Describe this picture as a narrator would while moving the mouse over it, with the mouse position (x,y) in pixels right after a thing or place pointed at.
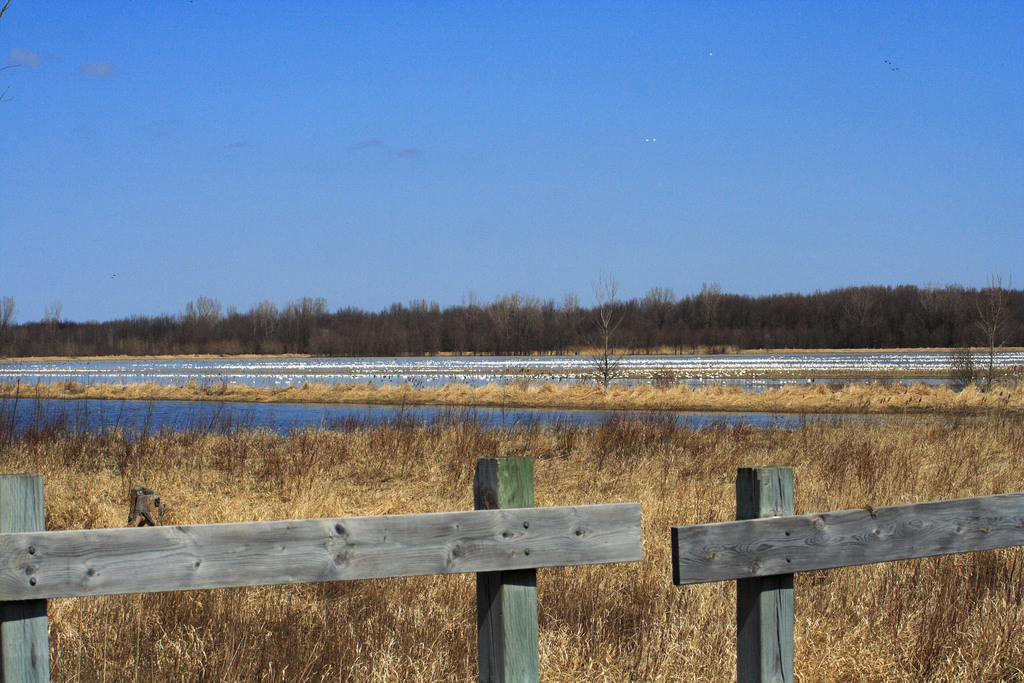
In this image we can see wooden fence (345,537), water (385,422), dried long straw (330,457), trees (803,307) and sky (302,115).
